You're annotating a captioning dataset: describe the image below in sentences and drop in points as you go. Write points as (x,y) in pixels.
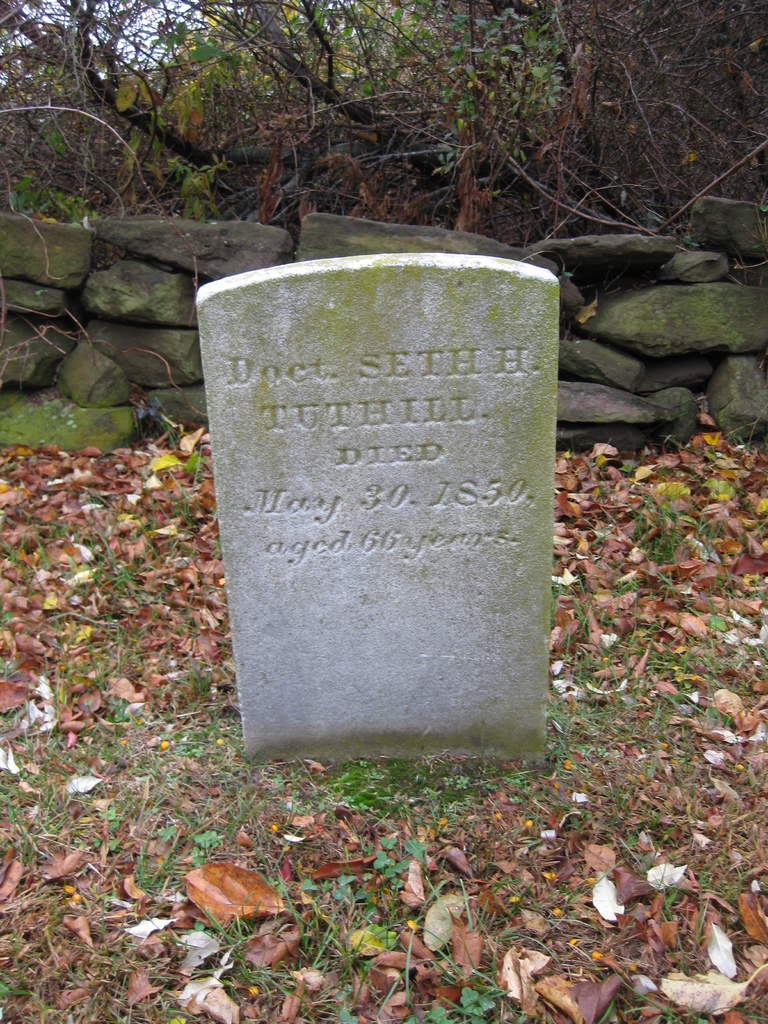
In this image there is a cemetery (475,615) on ground (255,813), behind that there is a stone wall (103,406) and plants (586,192).
